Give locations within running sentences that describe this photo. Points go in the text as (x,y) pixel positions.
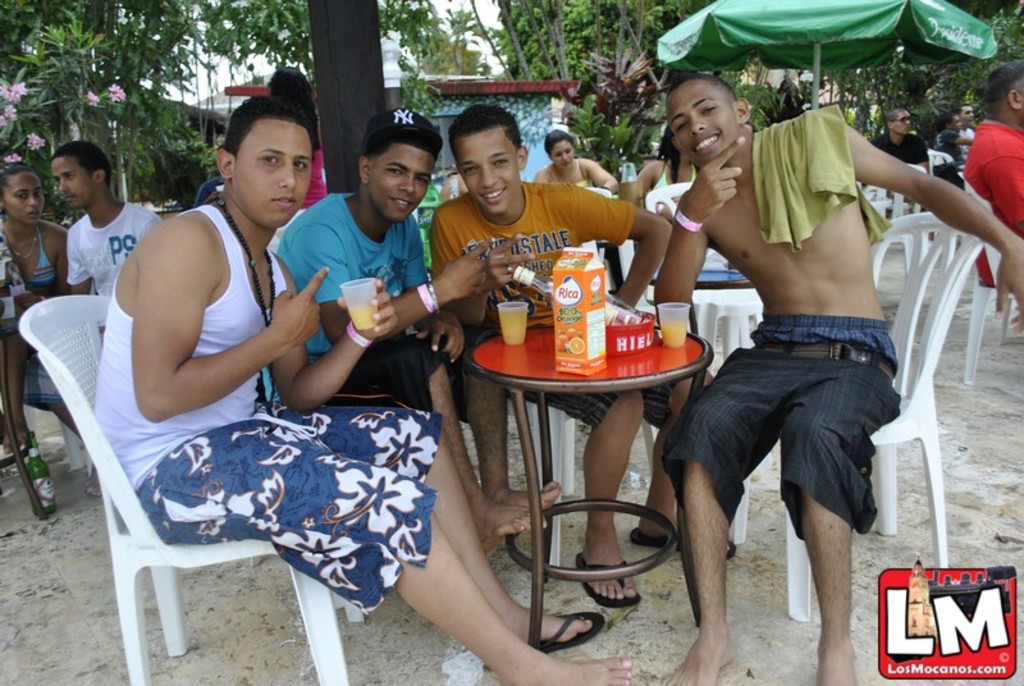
There are a four people (826,112) who are sitting on a chair (167,547) and having a drink (677,308). In the background (683,66) we can see a tent (847,65) and few people (1012,185) and trees (167,54).
